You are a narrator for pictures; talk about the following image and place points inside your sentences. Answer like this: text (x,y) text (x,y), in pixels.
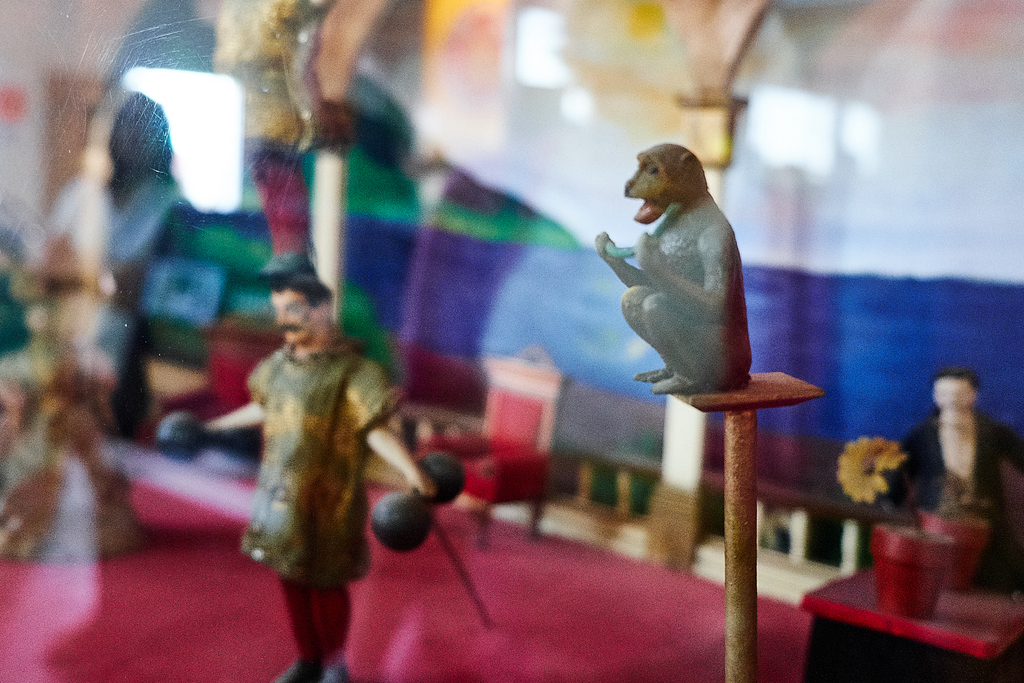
These are the toys (311,463). I can see a monkey (714,381), person (355,413), chair (501,459), flower pots (916,577) and flower (842,479). This looks like a glass door (119,69).
